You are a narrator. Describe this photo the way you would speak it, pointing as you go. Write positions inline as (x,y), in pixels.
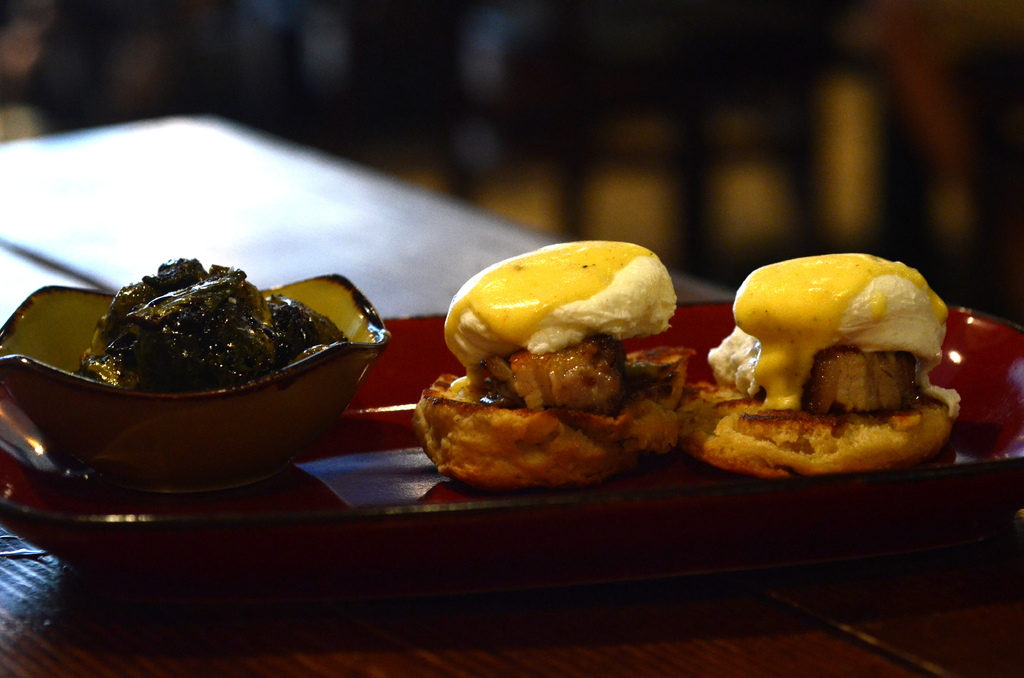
In this image we can see food item (447,393) which is in white, brown and yellow color is kept on a red color plate (353,519).
